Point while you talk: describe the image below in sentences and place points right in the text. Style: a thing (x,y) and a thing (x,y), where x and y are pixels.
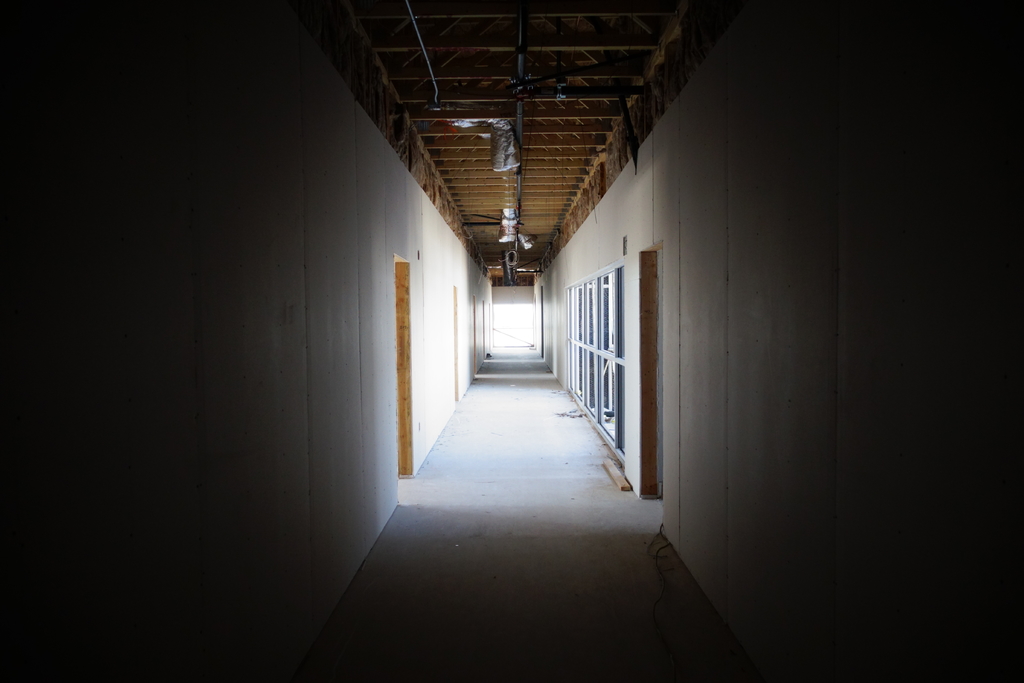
In this image, we can see the way (513,352) and we can see walls (713,310) and doors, at the top (525,129), we can see the shed (525,129).
